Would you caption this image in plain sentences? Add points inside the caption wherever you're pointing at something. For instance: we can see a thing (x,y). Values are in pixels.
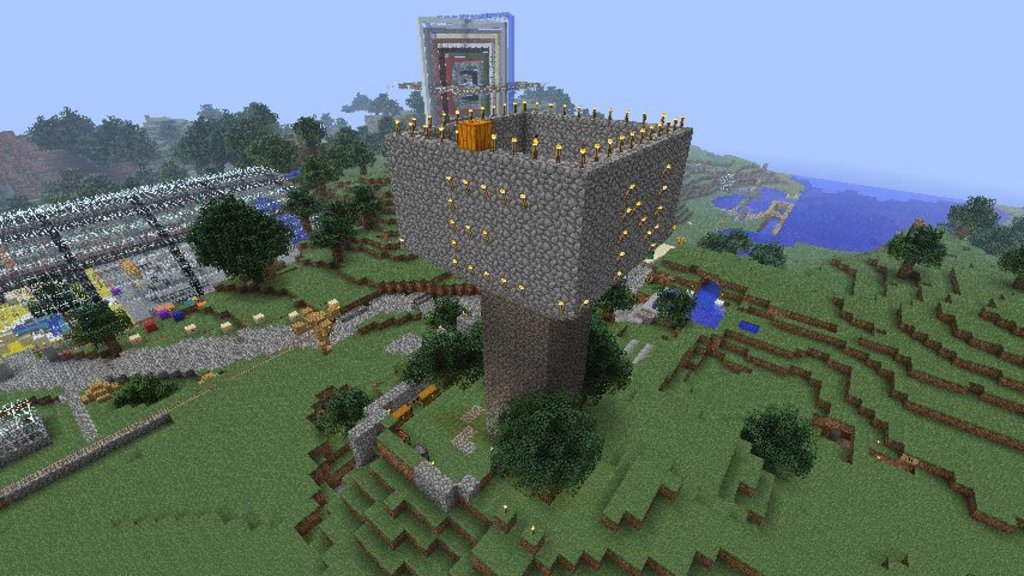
In this image I can see there is an animated image and there is a sea (870,197) at the right side (903,202). There are few trees (123,151) and the sky (236,48) is clear.
